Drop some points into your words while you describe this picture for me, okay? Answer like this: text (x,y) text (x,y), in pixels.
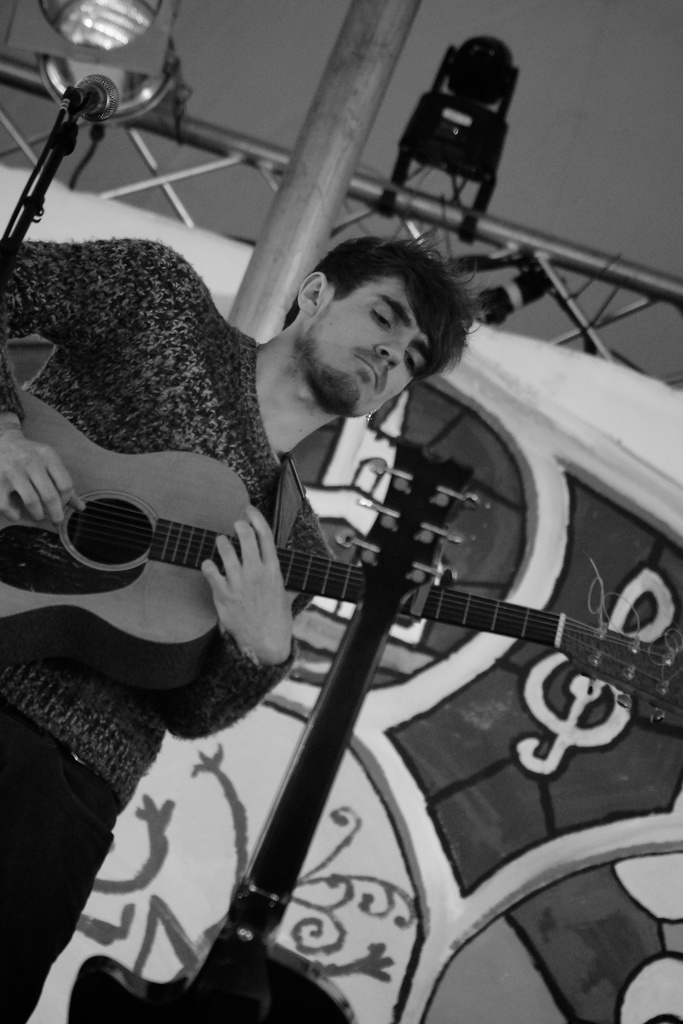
In this picture there is a man (319,307) standing and looking at the guitar (263,876), which is placed in front of him. He is holding a guitar (291,590) with his left hand (250,556) and playing the guitar (54,544) with his right hand (45,499) and there is a microphone stand (36,195) beside him, in the backdrop (465,709) there is a wall (505,668) with some painting (538,724) and there are some lights (424,122) attached to the ceiling (388,124).
